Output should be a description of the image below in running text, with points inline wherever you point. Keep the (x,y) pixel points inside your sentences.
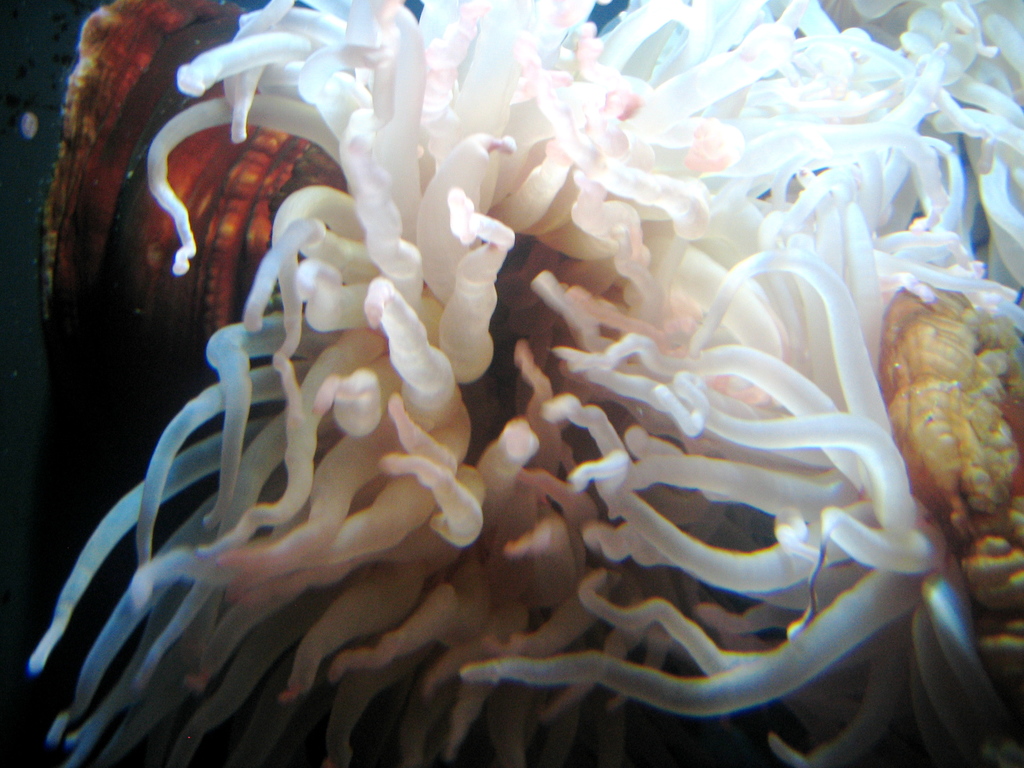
In this picture I can see underwater plants (565,305).
